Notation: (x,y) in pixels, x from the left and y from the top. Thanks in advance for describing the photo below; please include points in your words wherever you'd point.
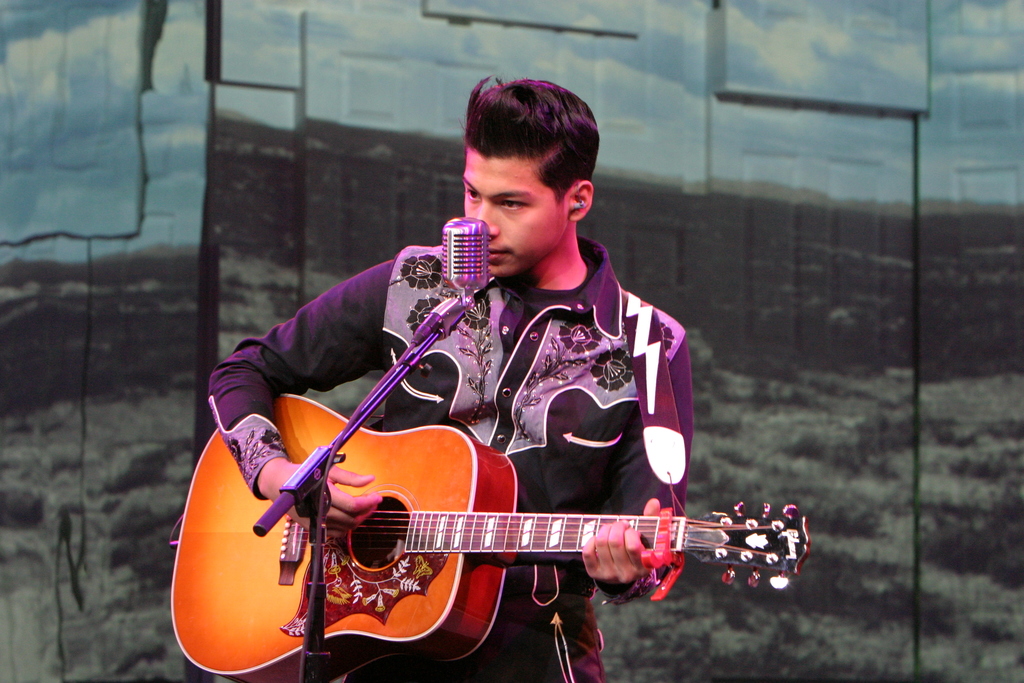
In this image one boy (491,178) is playing the guitar (445,493) and singing the song in front of the mike (468,251) and the background (21,199) is one poster (54,201) is there.
